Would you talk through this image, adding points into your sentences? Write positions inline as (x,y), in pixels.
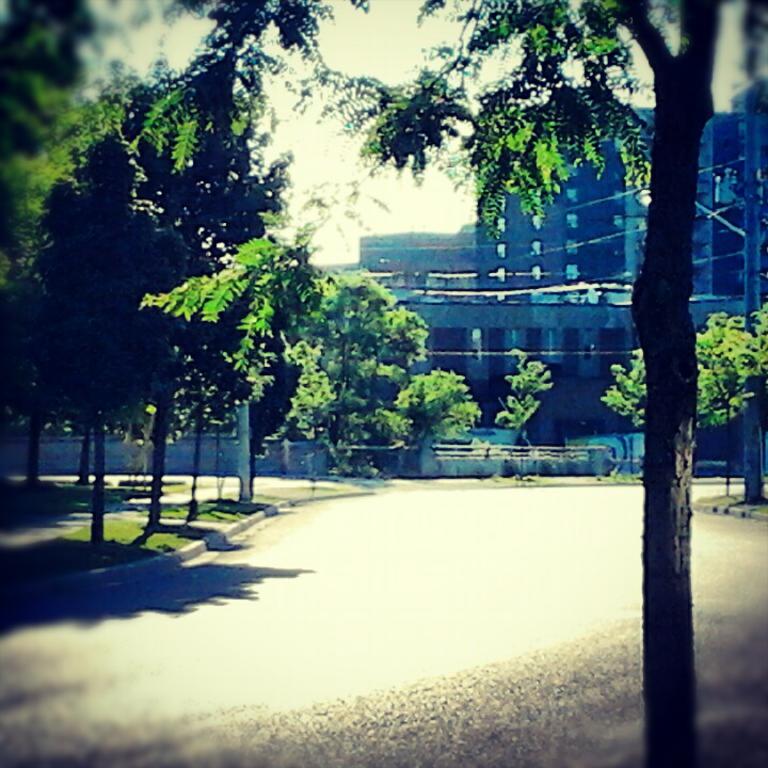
In this image, we can see so many trees (268,442), pole (753,472), road (367,657), walkway (49,526). Background (707,172) we can see few buildings (591,317) and sky (385,60).
